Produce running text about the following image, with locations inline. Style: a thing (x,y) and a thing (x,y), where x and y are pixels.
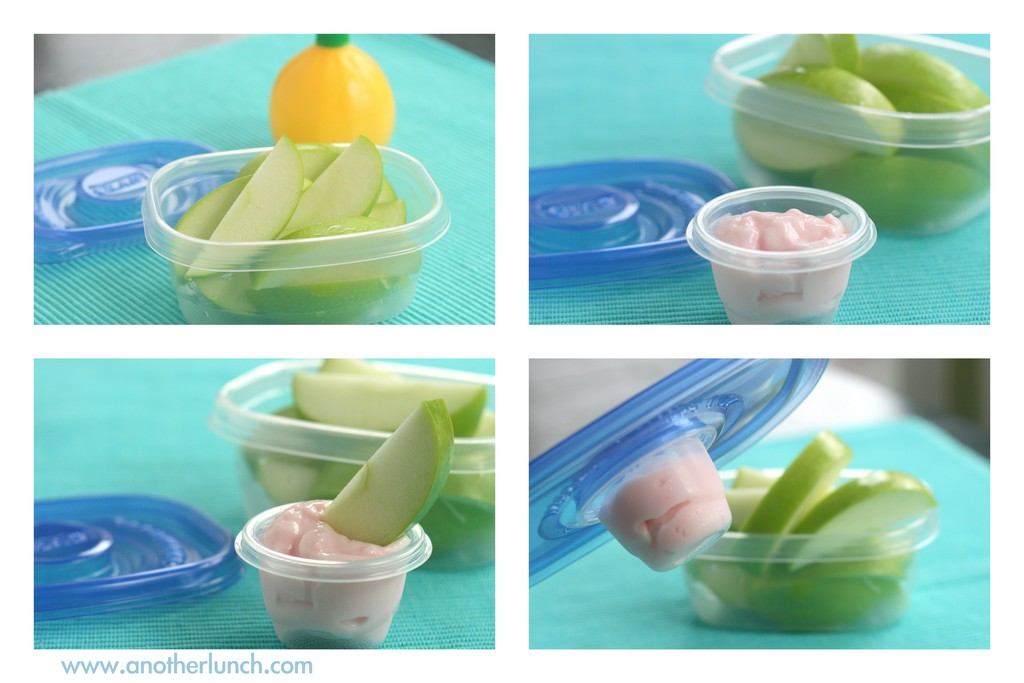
This is a collage image of fruits (333,394) and dip (810,233) which was placed in a plastic tubs (341,479).
